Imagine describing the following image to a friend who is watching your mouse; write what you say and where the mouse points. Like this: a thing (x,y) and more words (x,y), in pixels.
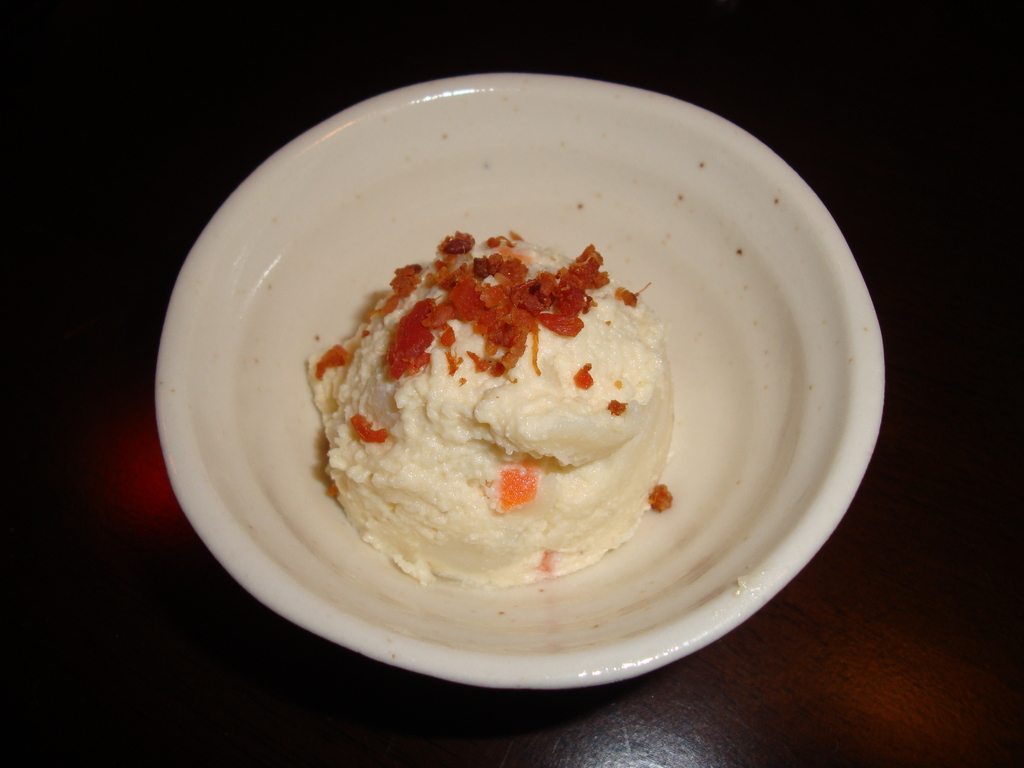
In this image there is a potato salad (426,304) in the bowl (740,559) which was placed on the table (771,657).
